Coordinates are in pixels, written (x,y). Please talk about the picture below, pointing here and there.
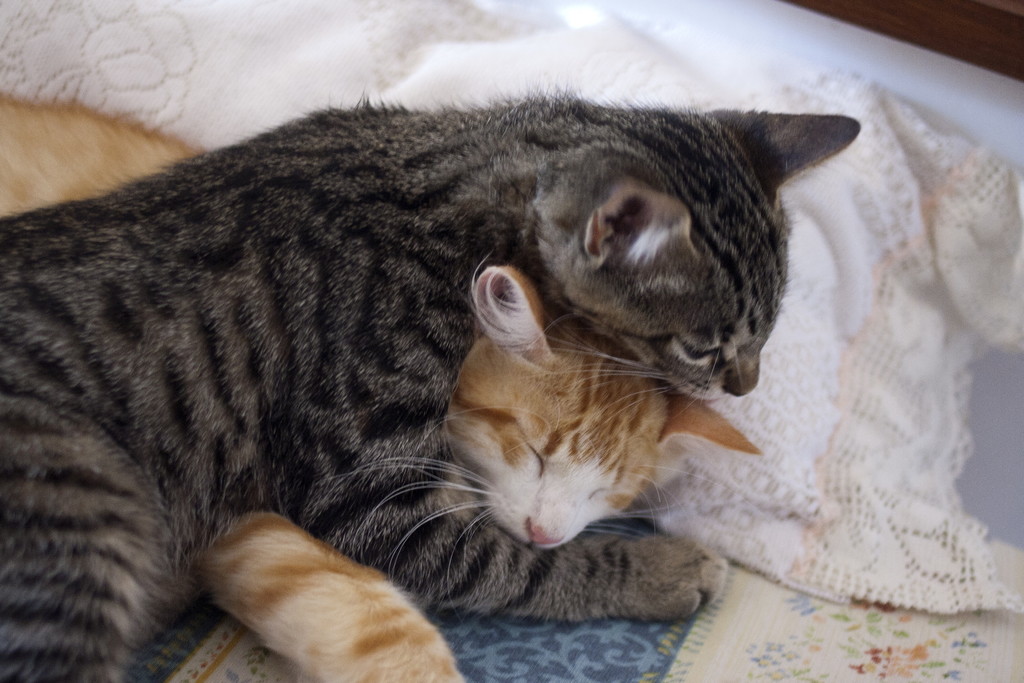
Here we can see two cats (589,406) on this surface (910,555).
